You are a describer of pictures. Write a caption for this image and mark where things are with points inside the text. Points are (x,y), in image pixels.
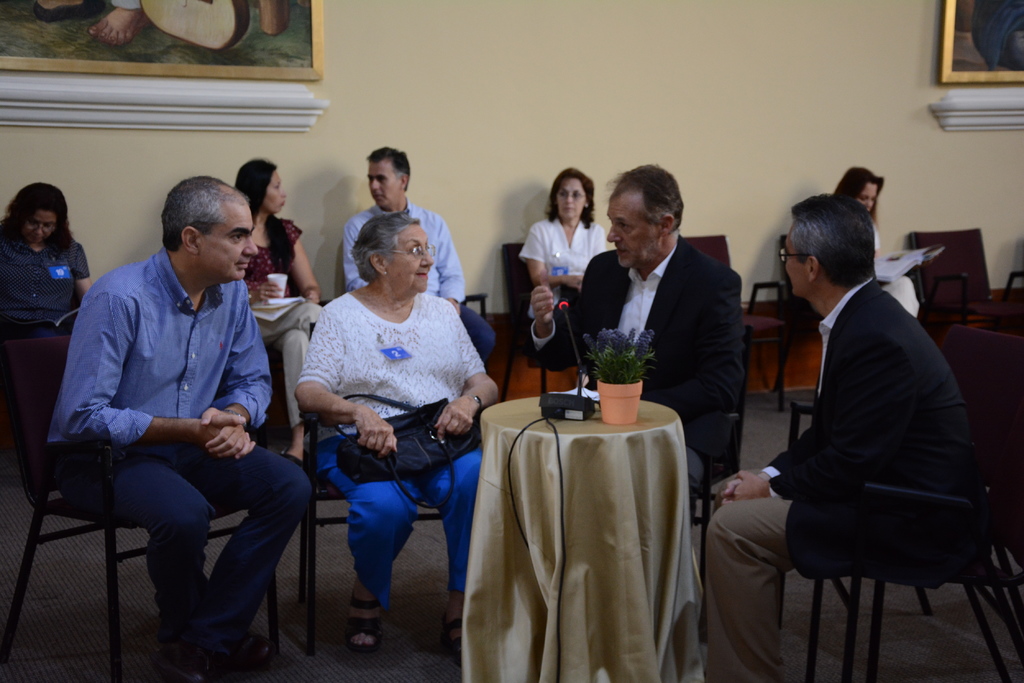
A group of four people (358,338) are sitting around a table (488,425) and talking among themselves. Of them three (560,334) are men (565,365) and one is woman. There is a mic (573,416) and small plant (618,408) on the stool (532,401). There few other people (54,207) sitting in chairs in the background (850,191). There are two photo frames (973,57) on the wall (403,127).
